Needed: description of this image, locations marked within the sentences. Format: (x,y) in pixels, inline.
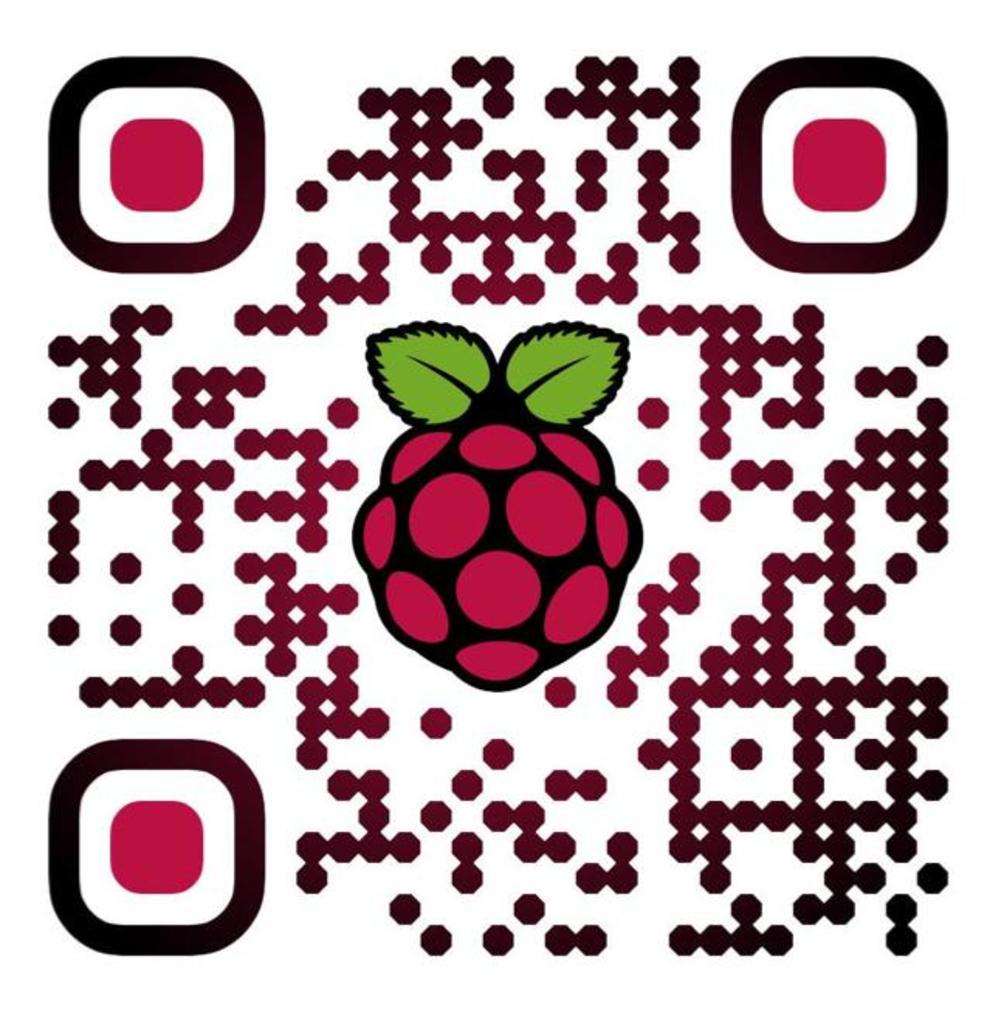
In this image we can see the QR code (570,680) with fruit (461,557) in the center (489,592).
